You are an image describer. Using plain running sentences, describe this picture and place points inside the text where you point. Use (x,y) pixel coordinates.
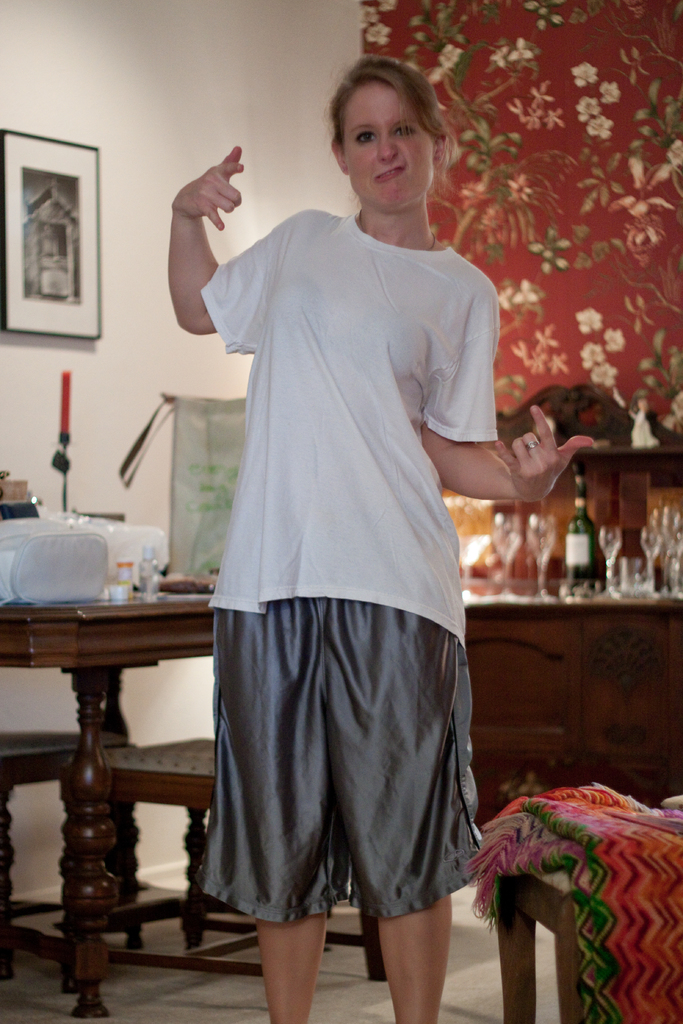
inside the room (81,233) there are so many things (72,660) are present and chair (186,759), table (143,646) and wine glasses (659,534) and the woman (246,549) is standing she wearing the white t shirt (340,546) and ash half pant (398,728) and she is doing something on her face (388,166) and on the wall (322,180) some photo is hanging and behind the woman (201,295) some cloth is there and right side (624,843) one chair (547,910) is there some clothes (609,857) has kept on chair (548,889).
